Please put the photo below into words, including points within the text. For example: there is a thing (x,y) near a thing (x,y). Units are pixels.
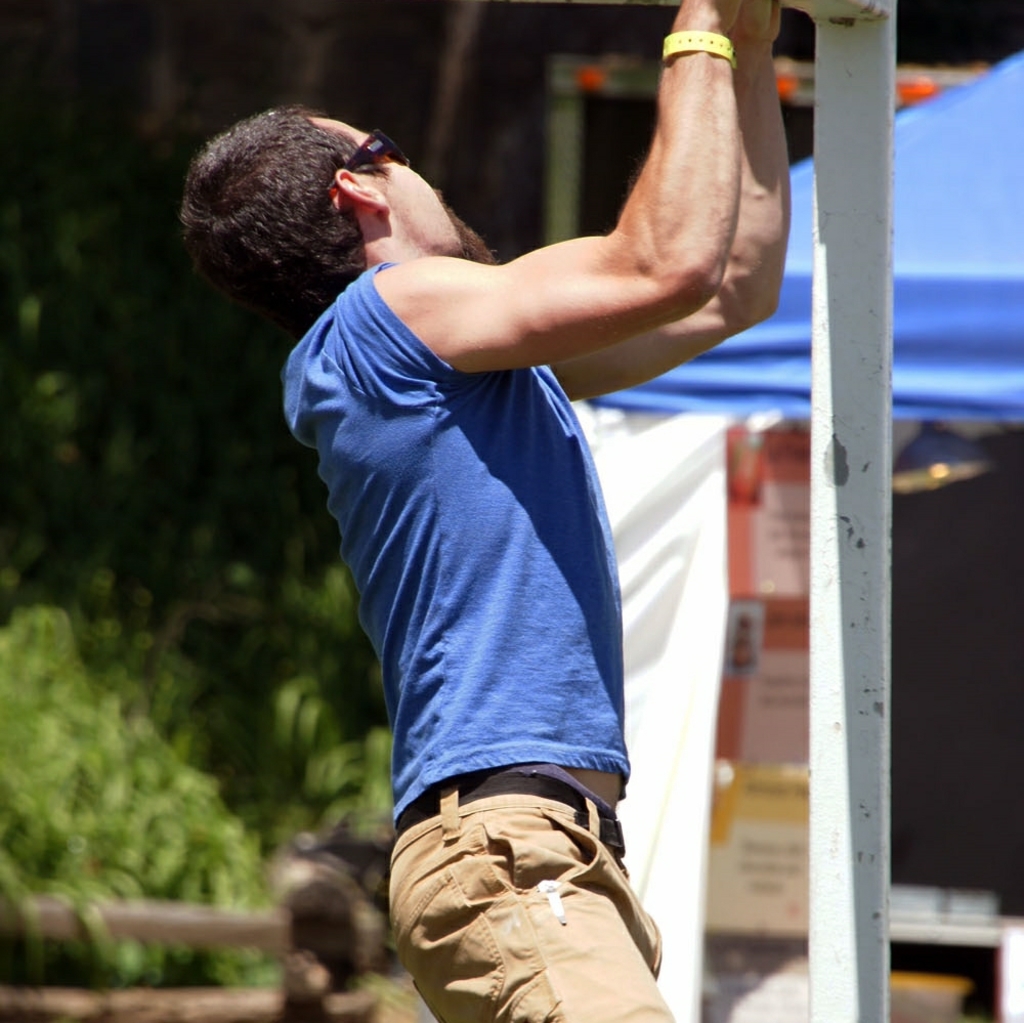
In this image, we can see a man (368,578) standing and in the background (72,812) there are some green color plants (160,741) and we can see a blue color tent (938,260).
